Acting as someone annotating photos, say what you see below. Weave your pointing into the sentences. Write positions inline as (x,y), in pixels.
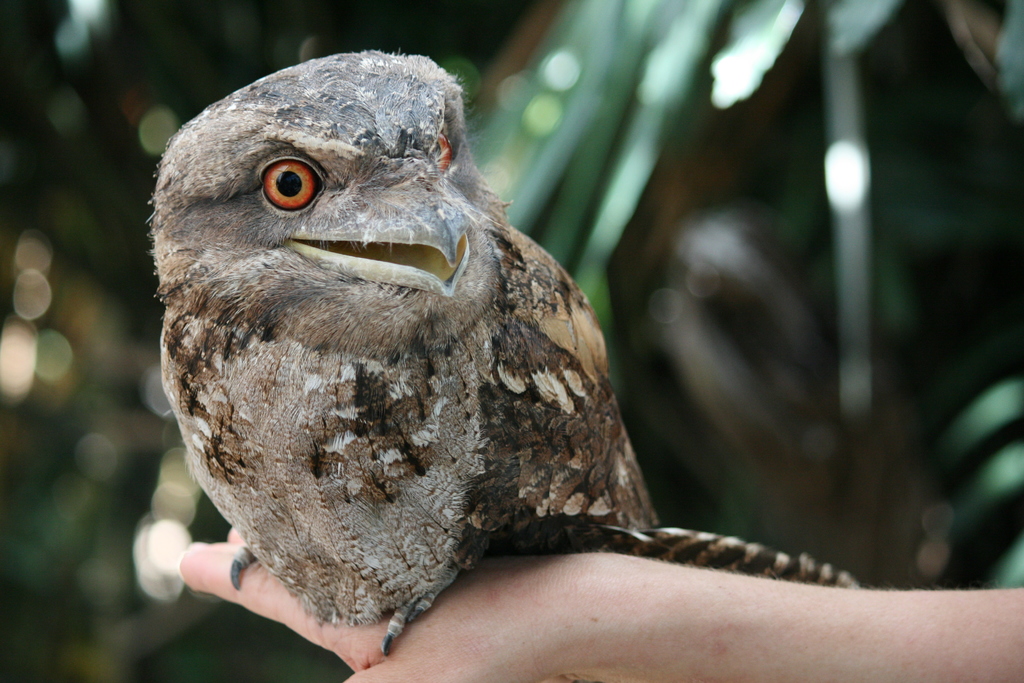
In this image we can see a bird (472,534) on the person's hand (513,579).
